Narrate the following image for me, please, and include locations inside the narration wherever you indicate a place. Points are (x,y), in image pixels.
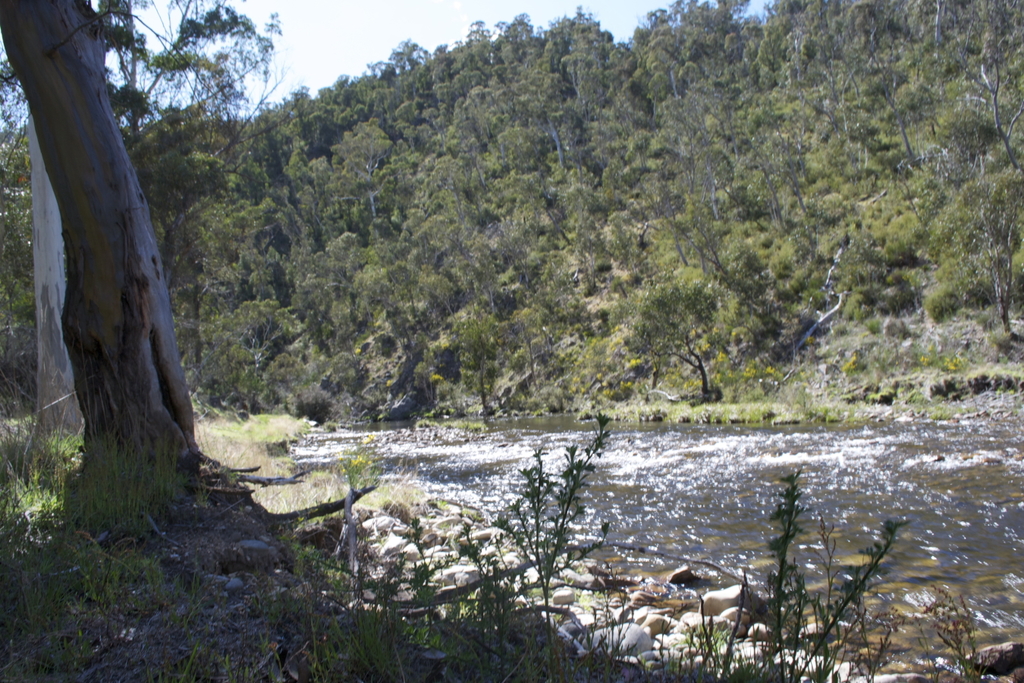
On the left (42,348) there are trees (119,436) on the ground (187,621) and here we can see stones (437,531), plants (469,602) and water (680,435). In the background (426,169) there are trees (459,146) and sky (568,6).
